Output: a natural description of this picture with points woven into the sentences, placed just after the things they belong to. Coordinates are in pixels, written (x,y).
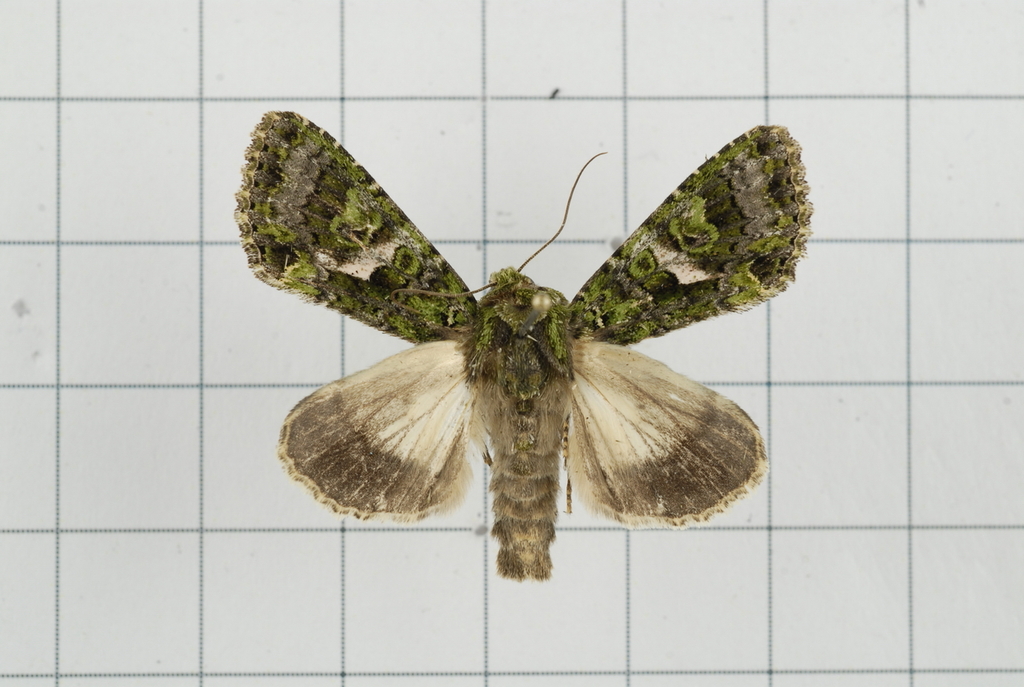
In this picture we can see the different kind of butterfly (548,384) who is standing on the wall (658,645).
